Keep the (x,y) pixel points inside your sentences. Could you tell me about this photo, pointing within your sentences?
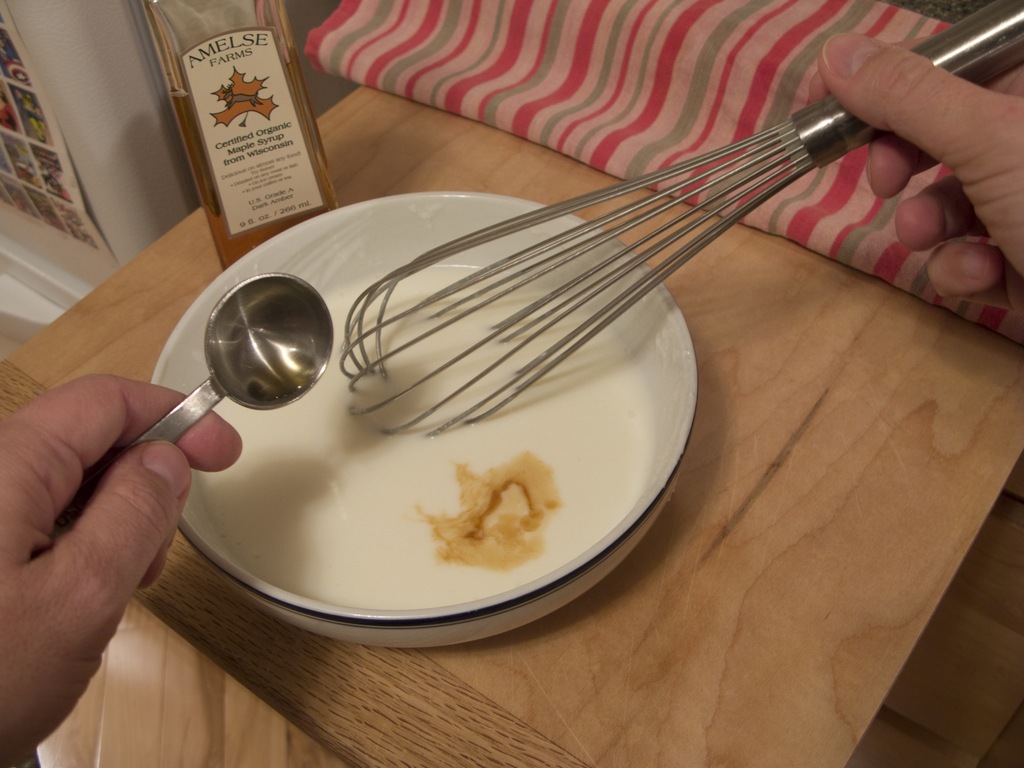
In this picture we can see a person's hand (100,425) holding a spoon (276,293), whisk (819,141) and on the table (737,273) we can see a cloth (591,162), bottle (310,114), bowl (404,262) with food (416,394) in it and in the background (22,96) we can see a poster (58,145).
